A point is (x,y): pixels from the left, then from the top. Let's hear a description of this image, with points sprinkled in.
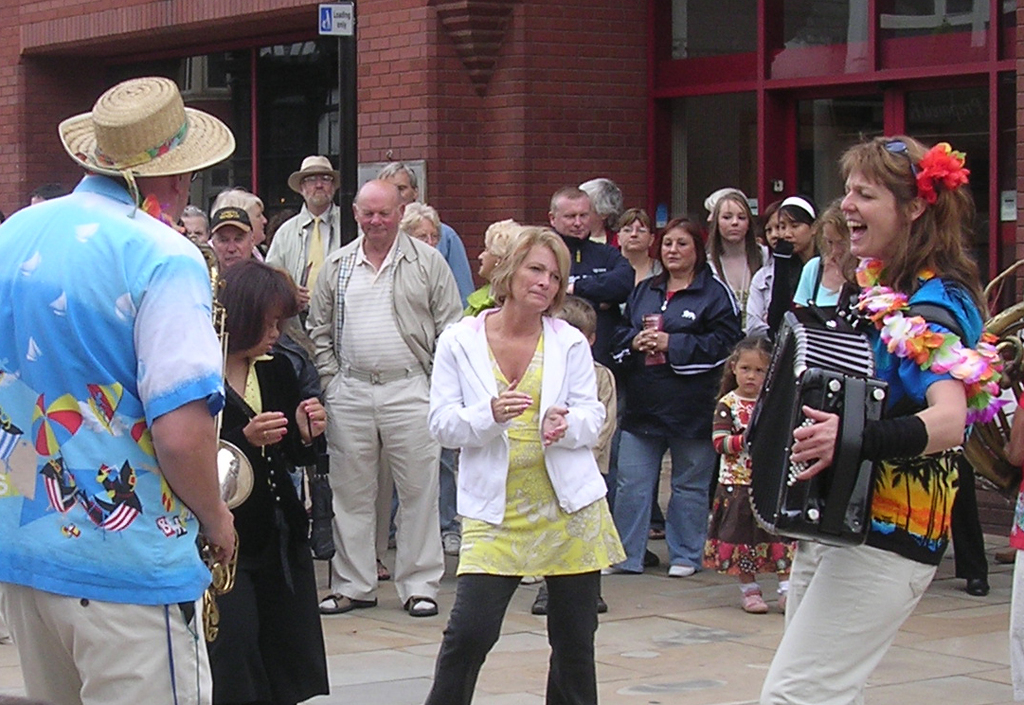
There is a group of people (488,414), the audience (505,408) are listening to two musicians (93,397). One here & one here. On the right (888,476) we have a woman (941,511) that is playing an accordion (881,386). She is singing also since we see her mouth (864,232) open here. On the other side on the left (160,354) we have a man (178,491) that is playing saxophone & they both wear very colorful summer shirts (136,429). In the center (452,435) there is a woman (585,409) in a yellow dress (536,473) that is dancing from the audience (592,521) & on the background (476,146) there is a building (543,186) with some brick red walls (564,133).
